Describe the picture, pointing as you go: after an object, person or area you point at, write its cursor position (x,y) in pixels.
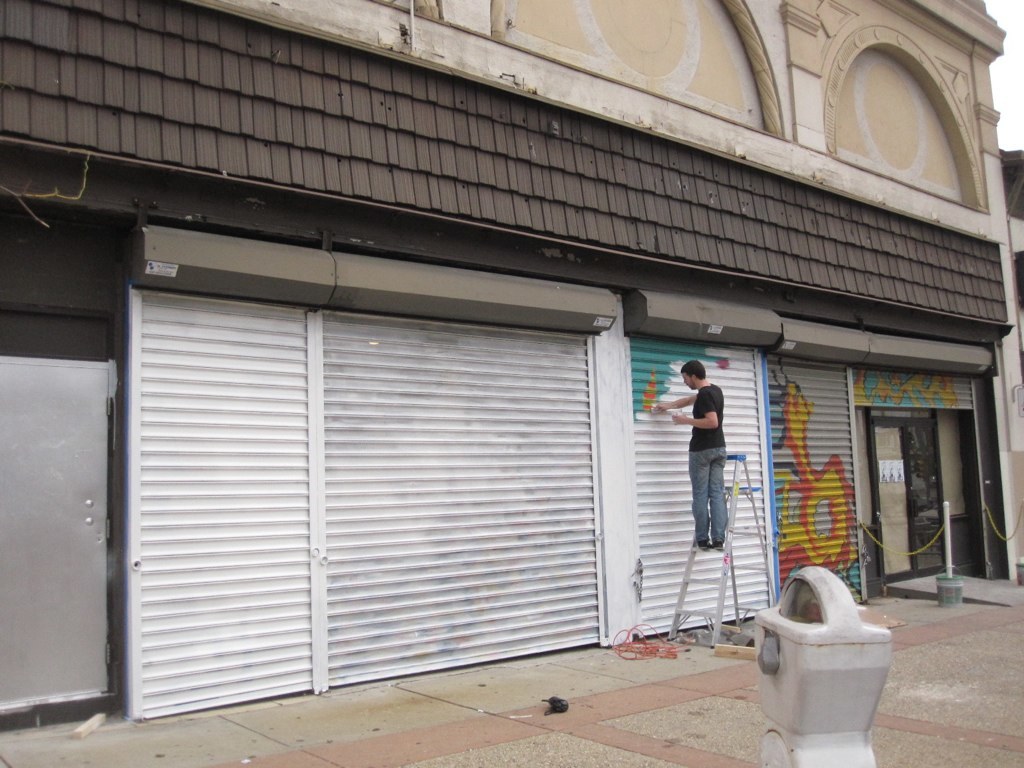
In this picture we can see a man (716,489) is standing on the ladder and he is holding an object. At the bottom of the image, there is an object (788,667). On the right side of the image (950,535), there is a bucket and a pole (946,515). In front of the man (698,466), there is a building (630,293) with the rolling shutters (459,414). In the top right corner of the image (1021,84), there is the sky (1003,86).
